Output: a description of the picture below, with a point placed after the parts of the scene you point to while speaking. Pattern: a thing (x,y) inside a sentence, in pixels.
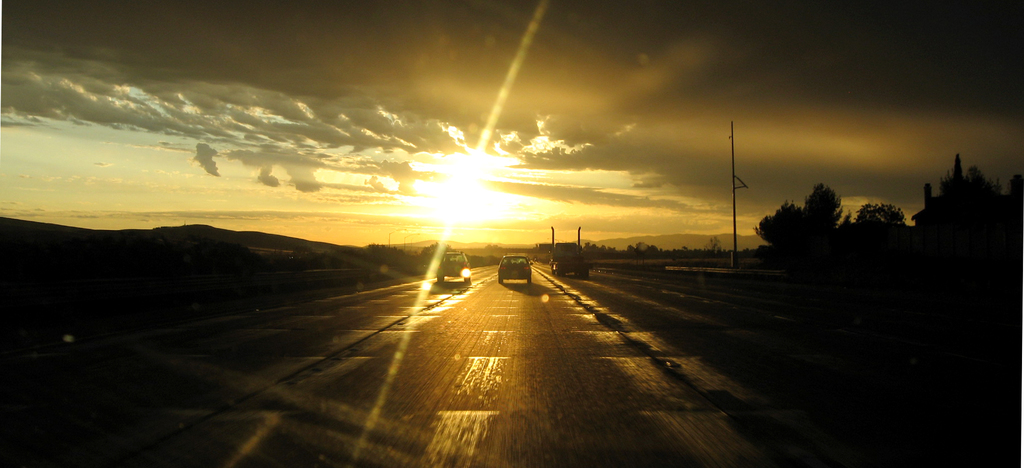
In this image, we can see few vehicles (560,273) are on the road (578,313). In the middle of the image (645,247), there are so many trees (826,231), mountains (599,244), pole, house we can see. Top of the image (445,53), there is a cloudy sky (405,122).
